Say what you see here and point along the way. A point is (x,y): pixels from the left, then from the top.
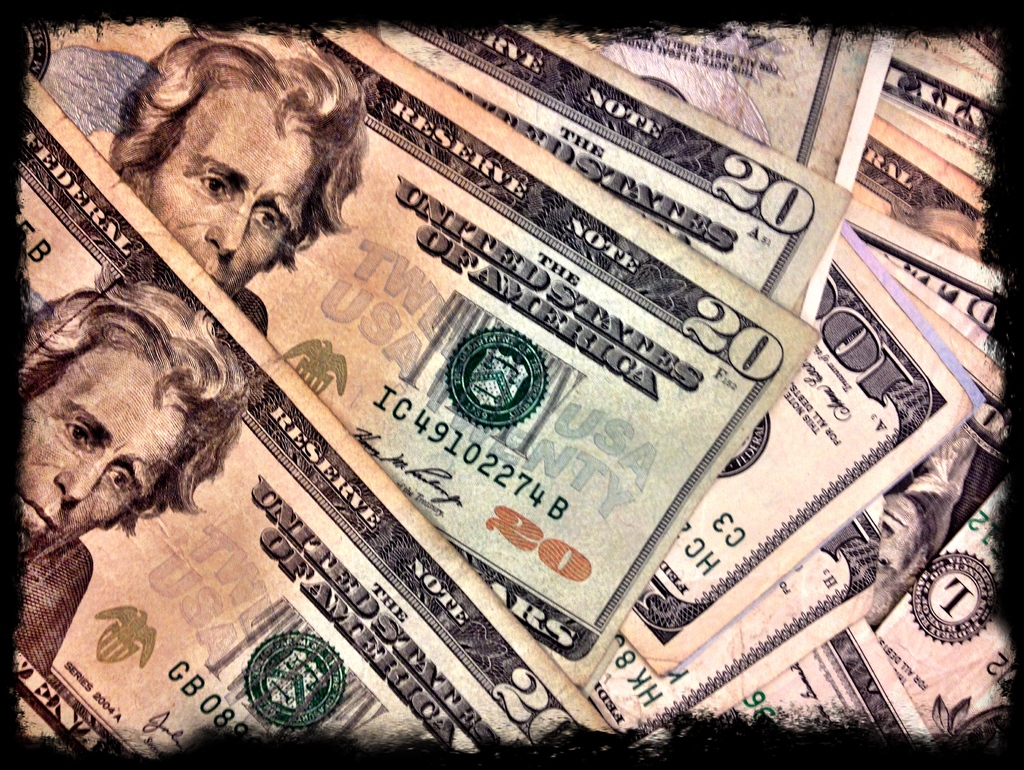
In this image we can see currency (773,278) of USA.
